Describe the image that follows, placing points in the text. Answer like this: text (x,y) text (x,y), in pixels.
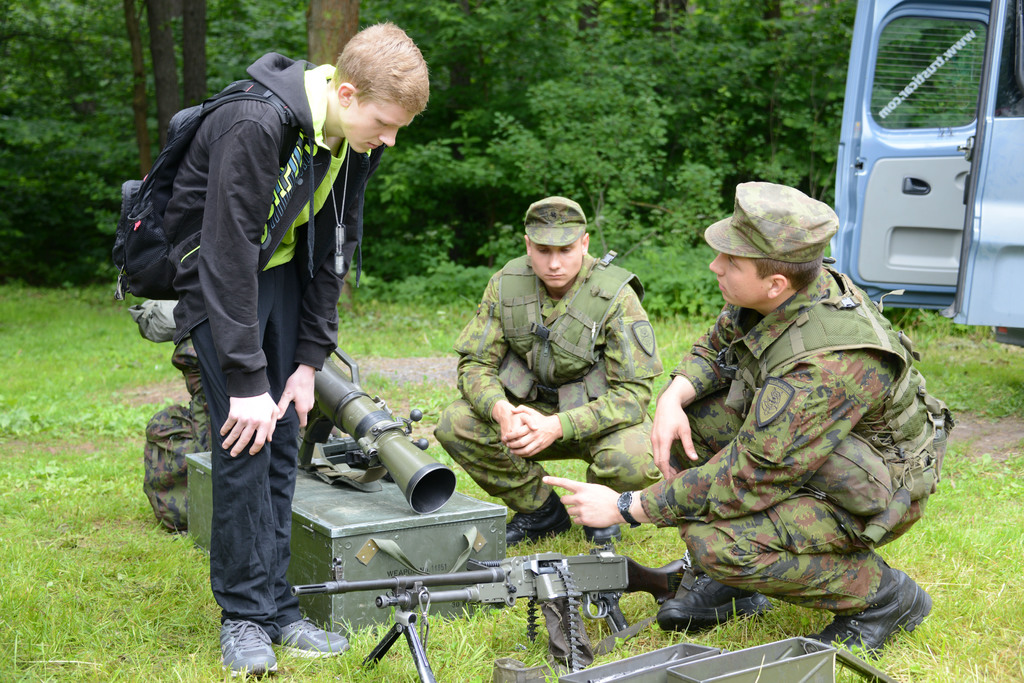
In the picture we can see three men (600,307), two are in an army uniform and one man (281,313) is in the black color hoodie (221,335) and talking to them and some weapons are near them placed on the grass surface (88,619) and in the background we can see grass surface (445,328), plants (151,106), trees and a van door (908,22) which is blue in color.
